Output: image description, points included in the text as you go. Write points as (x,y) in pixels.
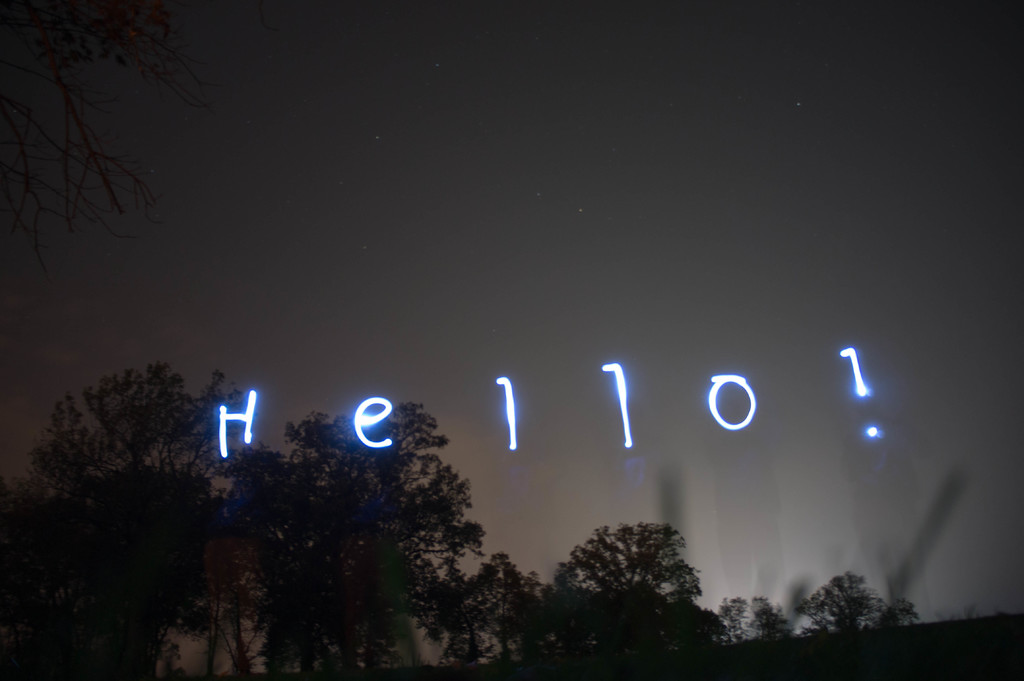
In this image, we can see trees (347,463) and there are letters (870,428) with some effects. In the background (682,412), there is sky (675,233).
